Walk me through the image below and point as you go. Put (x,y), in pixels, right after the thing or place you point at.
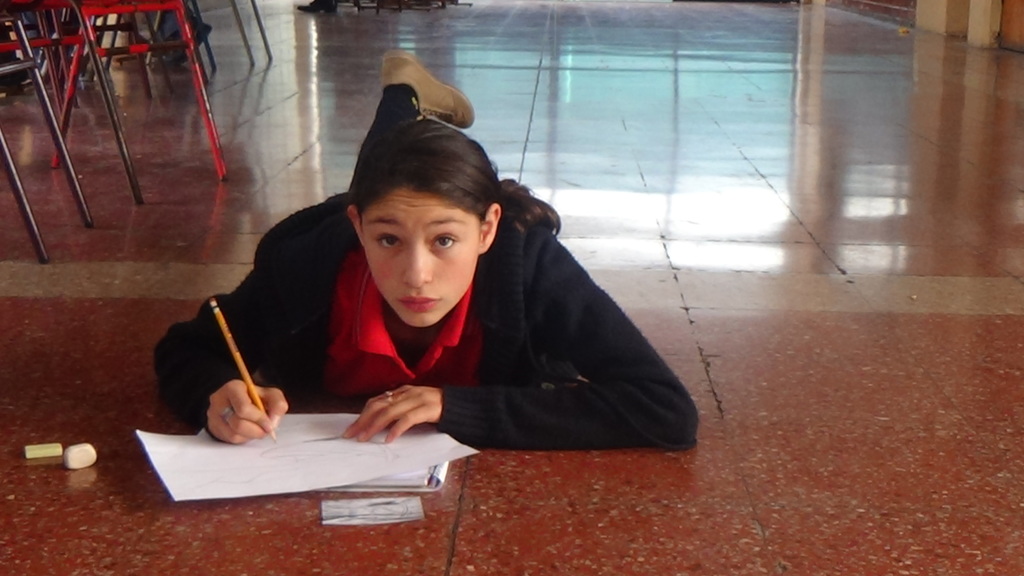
In the image a woman (320,381) is lying on the floor (361,100) and holding a pencil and writing and there are some erasers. At the top of the image (6,43) there are some chairs (203,105).
